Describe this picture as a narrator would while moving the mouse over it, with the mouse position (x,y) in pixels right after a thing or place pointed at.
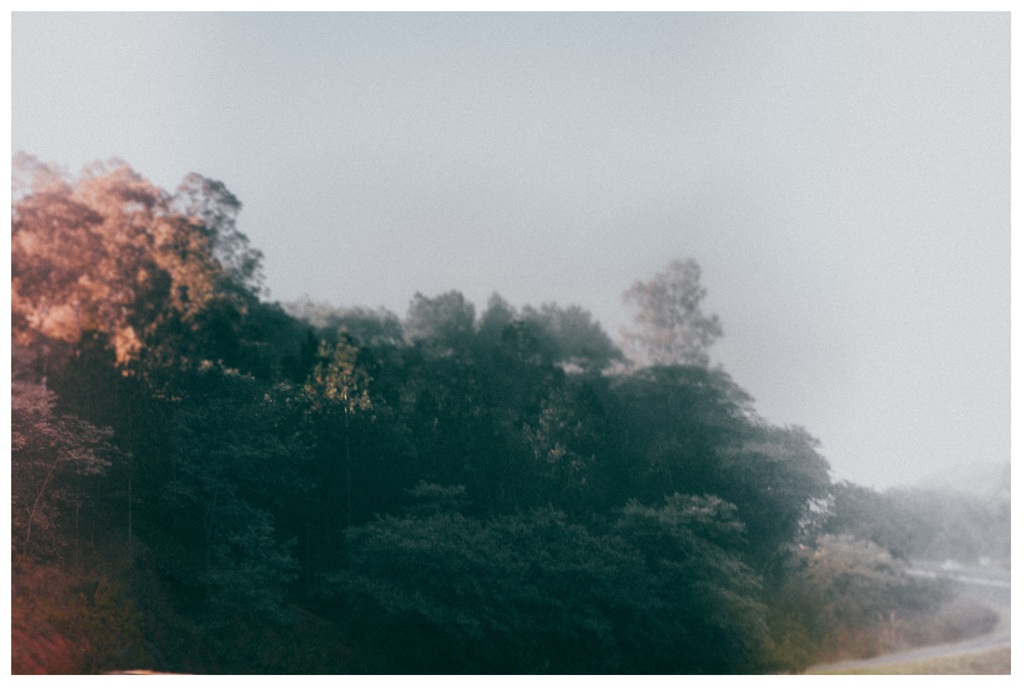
In this picture I can see trees (541,470) and a cloudy sky (523,194).
